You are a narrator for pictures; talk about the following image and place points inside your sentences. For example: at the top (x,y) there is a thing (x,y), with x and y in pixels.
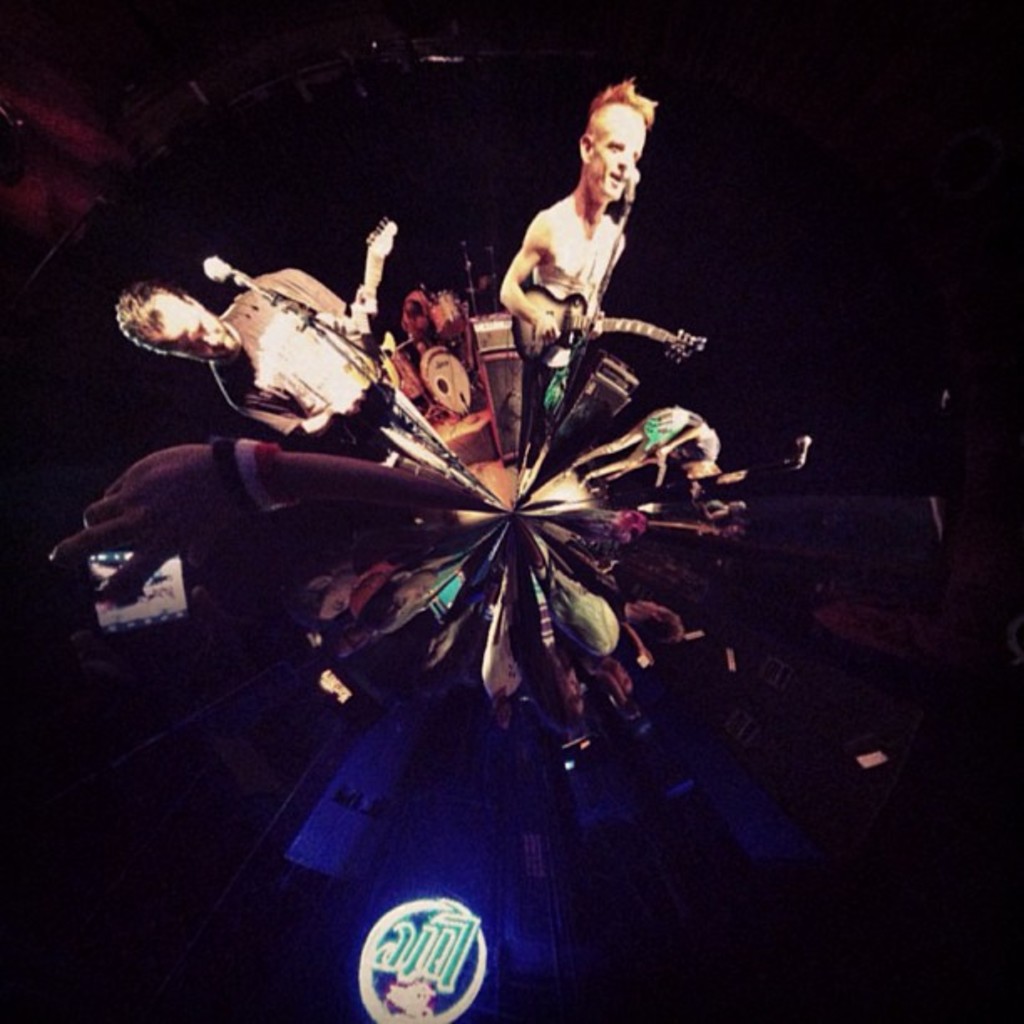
In the image we can see there are people (589,264) wearing clothes (336,317) and holding a guitar (655,330) in the hands (556,323). This is a microphone (246,282) and musical instruments (430,329). This is a symbol (379,948).
